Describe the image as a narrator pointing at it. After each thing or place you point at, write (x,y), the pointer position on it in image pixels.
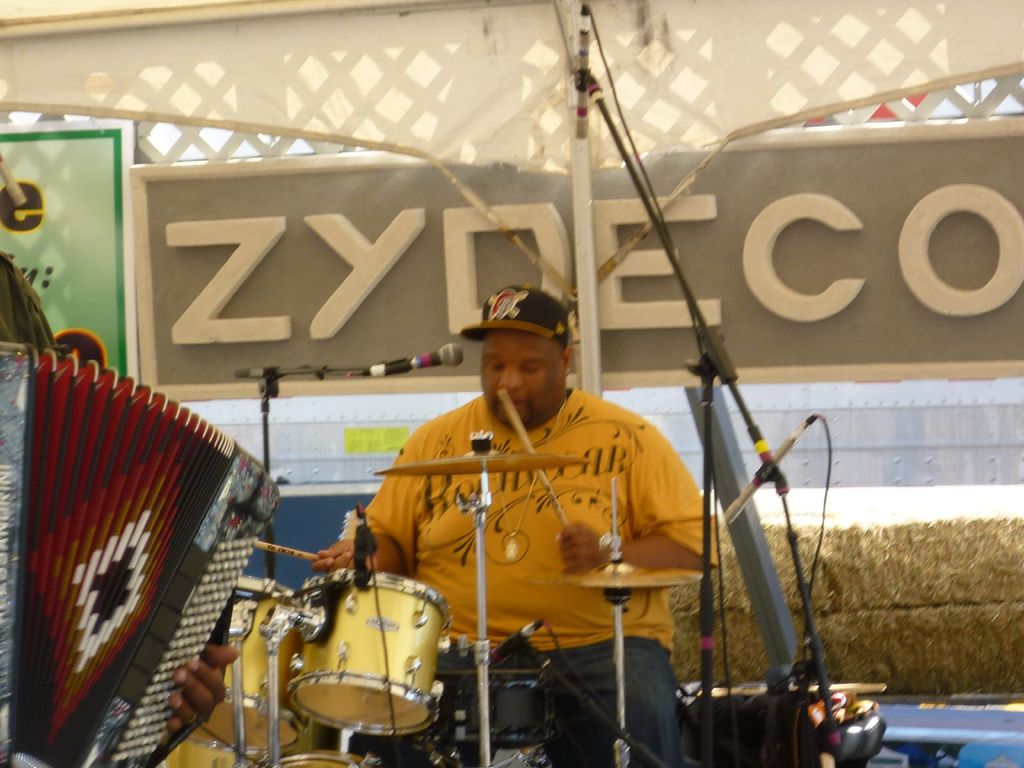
There is a man (585,686) sitting and playing musical instrument (626,573). We can see microphones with stands (266,379). In the background (746,454) we can see boards (299,227) and wall (742,426). On the left side of the image (63,552) we can see a person (15,339) holding a musical instrument (130,538).
